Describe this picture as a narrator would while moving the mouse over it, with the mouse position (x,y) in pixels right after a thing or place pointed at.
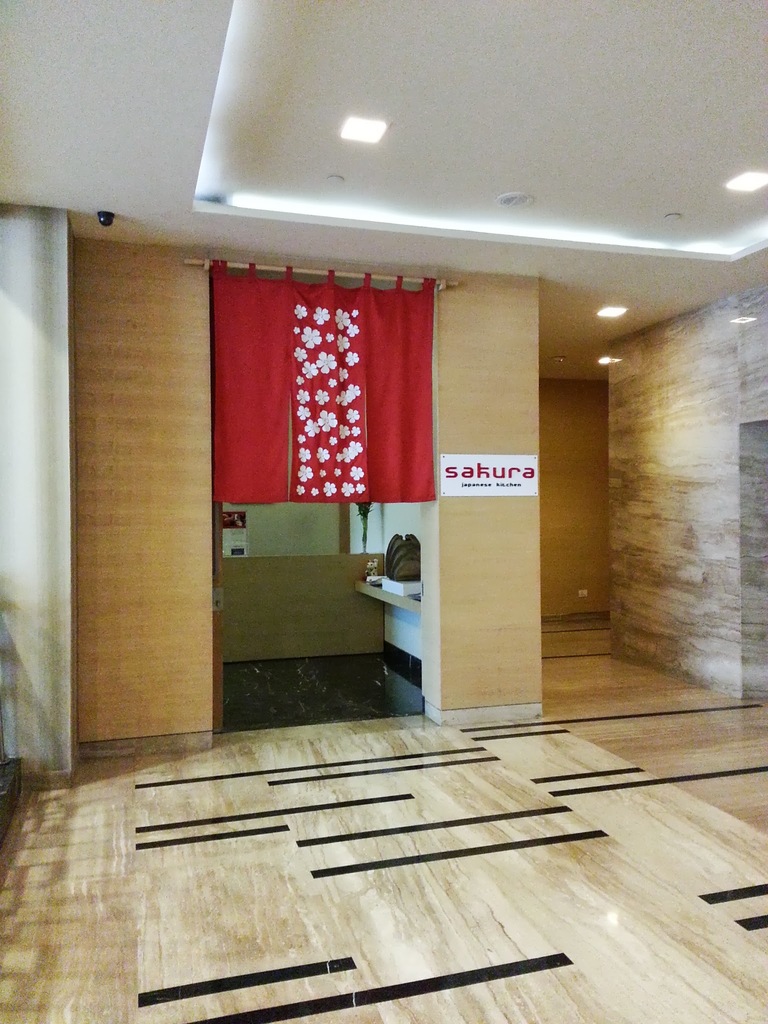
This is a picture of a room (410,158), in this image in the center (316,426) there is a curtain (345,436) and some poster (493,485) on the wall (511,497). And in the background (408,566) there are some objects (399,554), and on the right side of the image (602,424) there is a wall (649,509) and at the bottom (180,866) there is floor (355,870). At the top (235,91) there are some lights (758,176) and ceiling (103,118), and on the left side of the image (24,237) there is one camera (107,223) and pillar (49,325).
